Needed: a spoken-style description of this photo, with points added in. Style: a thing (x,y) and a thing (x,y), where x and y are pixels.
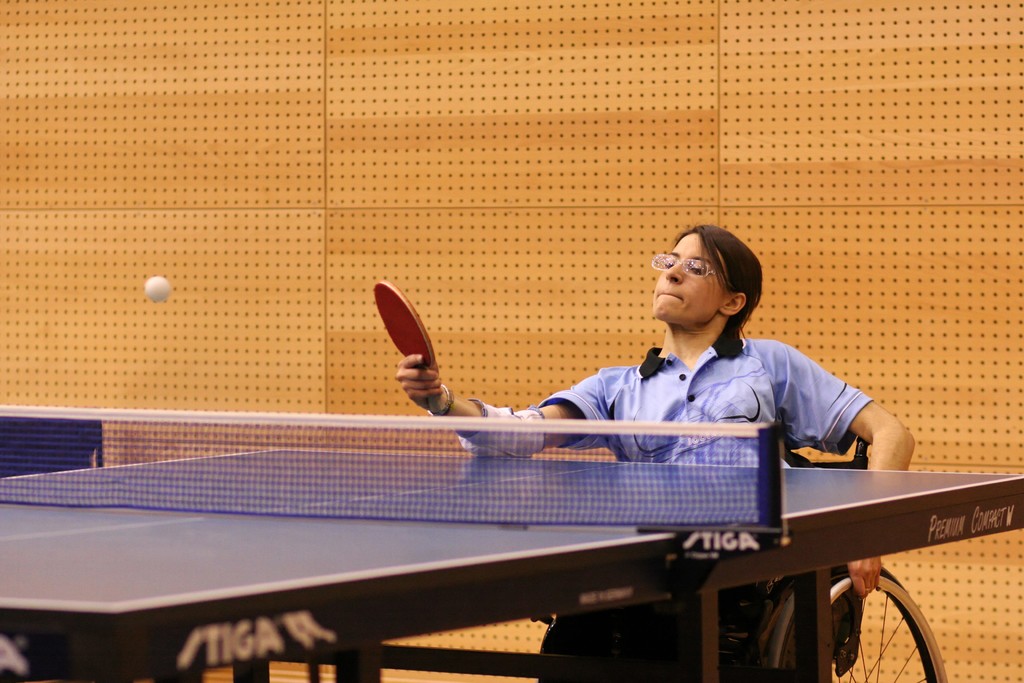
In this image I can see on the right side (838,416) a woman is sitting on the wheelchair (837,671) and playing the table tennis, in the middle (411,442) it is the net (310,425). On the left side (158,279) there is a ball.
